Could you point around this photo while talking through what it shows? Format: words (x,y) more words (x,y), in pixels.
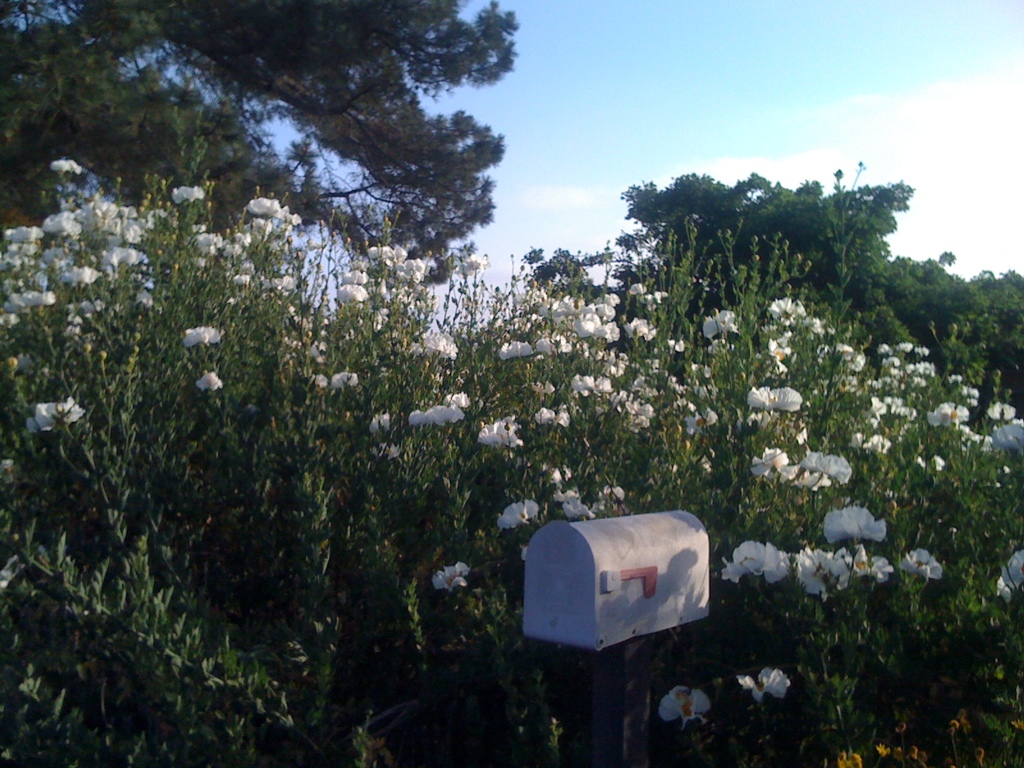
In the center of the image (343,484) we can see some plants (458,336), flowers (706,422) and box (705,565). In the background of the image (858,308) we can see the trees (416,202). At the top of the image (643,80) we can see the clouds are present in the sky (635,91).
